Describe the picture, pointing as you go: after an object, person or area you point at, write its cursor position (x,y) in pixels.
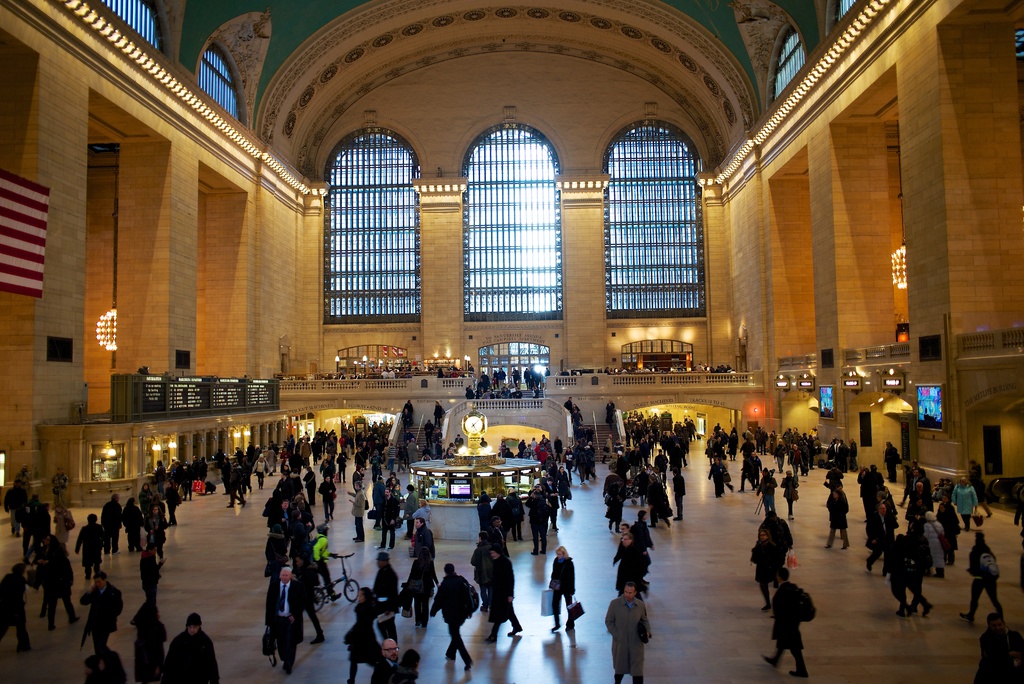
In this image we can see the inside view of a building (565,440). Here we can see people (206,670), floor (739,673), lights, pillars (1018,146), cloth (1,265), railings (379,383), steps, screens (457,478), bicycle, and other objects (655,203).
